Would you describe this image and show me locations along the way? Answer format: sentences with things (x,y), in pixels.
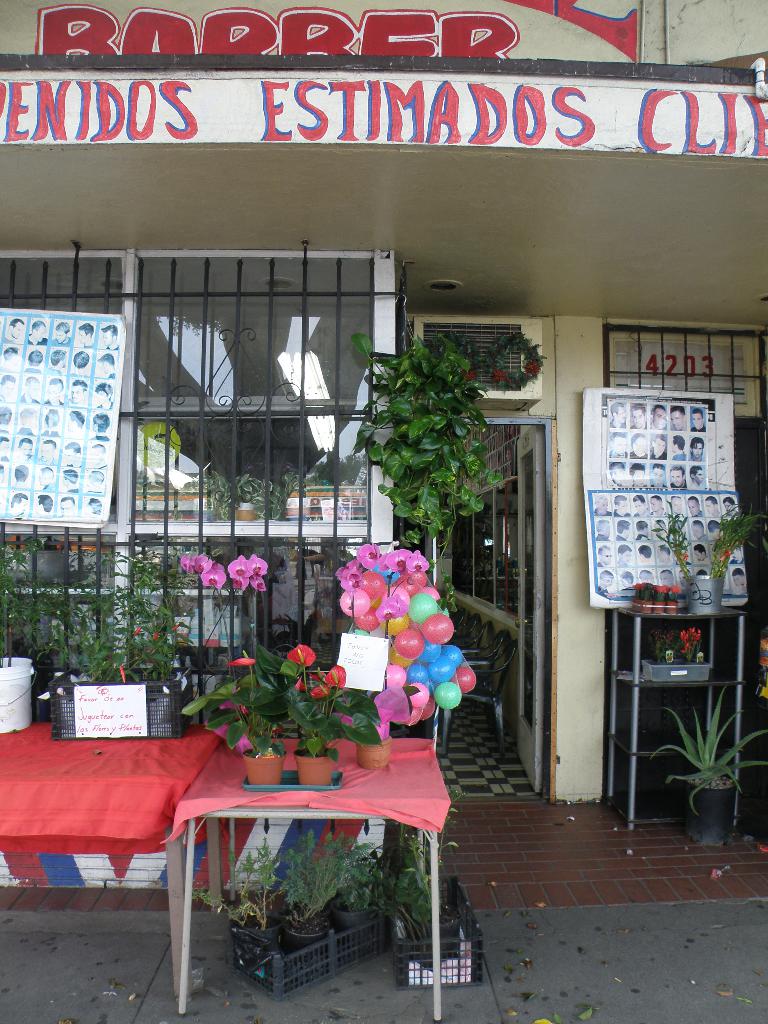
The picture is taken outside the room (461,714) and there are tables (243,796), on one table (290,800) there are three pots (279,772) with plants (300,714) and another table (47,728) with plants (112,672) and behind them there is a window (82,536) with glass (183,652) and grills (293,558) and there is a door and in the room (493,720) there are chairs (497,702) and at the right corner (623,678) there is another table (739,699) where some plants (691,646) on it and some photos (635,536) are placed on the board (610,595) and on the other table (706,758) there is another plant (701,775) and on the building (71,117) there is some text (588,129) written in red colour.
